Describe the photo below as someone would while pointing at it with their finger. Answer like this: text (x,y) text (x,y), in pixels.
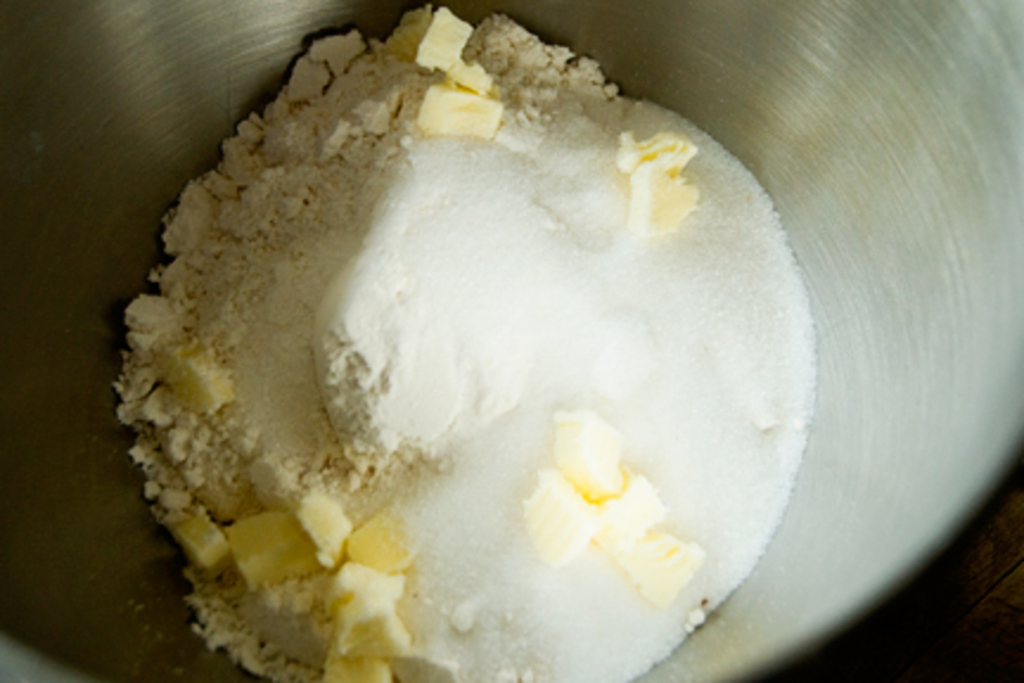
In this image I can see there is the flour (388,361) with the sugar (640,331) and butter (383,572).
